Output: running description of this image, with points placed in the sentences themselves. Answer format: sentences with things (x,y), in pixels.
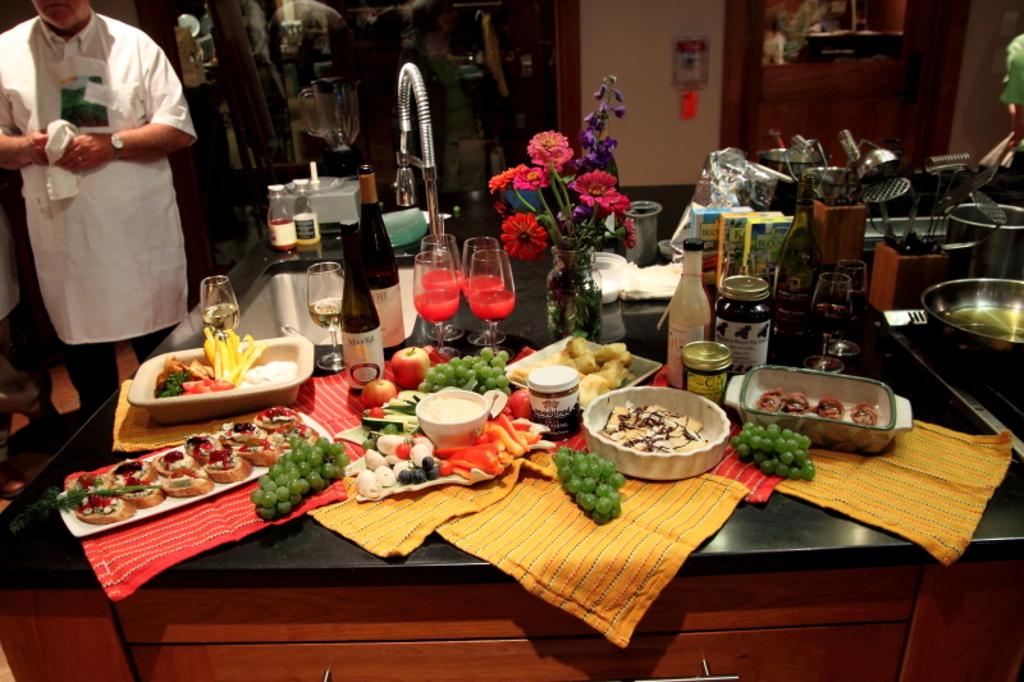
In this picture we can see a kitchen platform (178,337) with many things (387,264) like bottles (370,247), glasses (439,313), fruits (424,463), vegetables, trays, a tap (432,168) etc. on it. On the left side (150,300), we have a person (161,290) standing.
